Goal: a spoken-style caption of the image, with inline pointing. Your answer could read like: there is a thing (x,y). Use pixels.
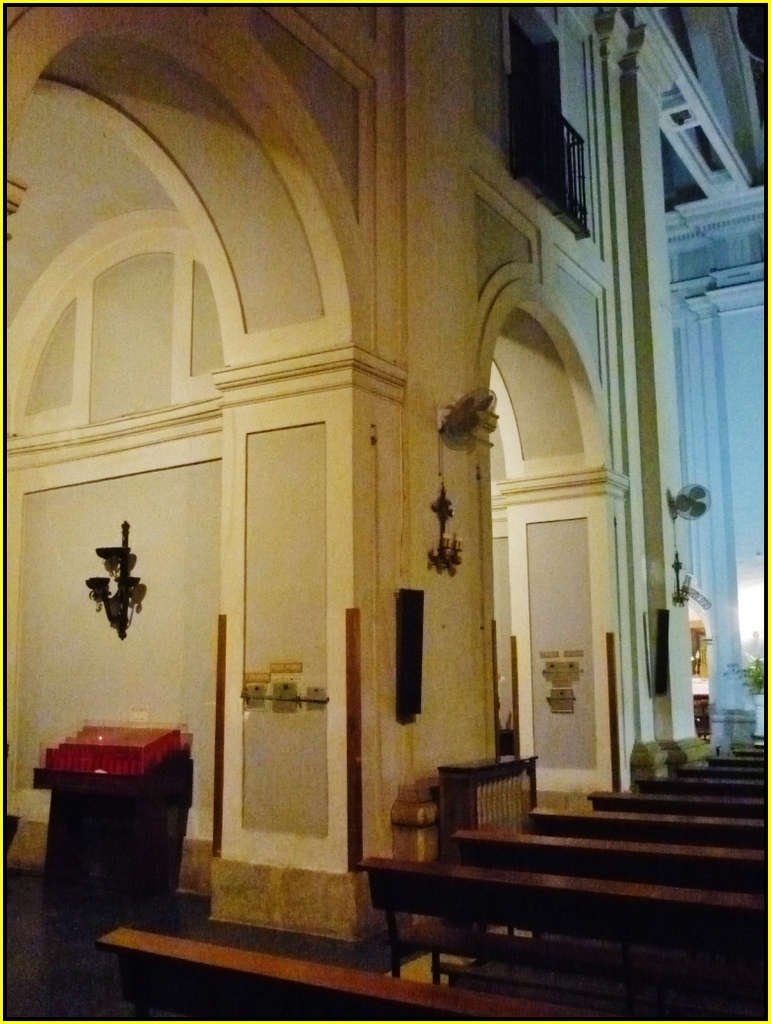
It is an inside view of a building (451,681). Here we can see walls (425,625), decorative objects (558,662), benches (428,921), table fans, railing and few things (56,798).
